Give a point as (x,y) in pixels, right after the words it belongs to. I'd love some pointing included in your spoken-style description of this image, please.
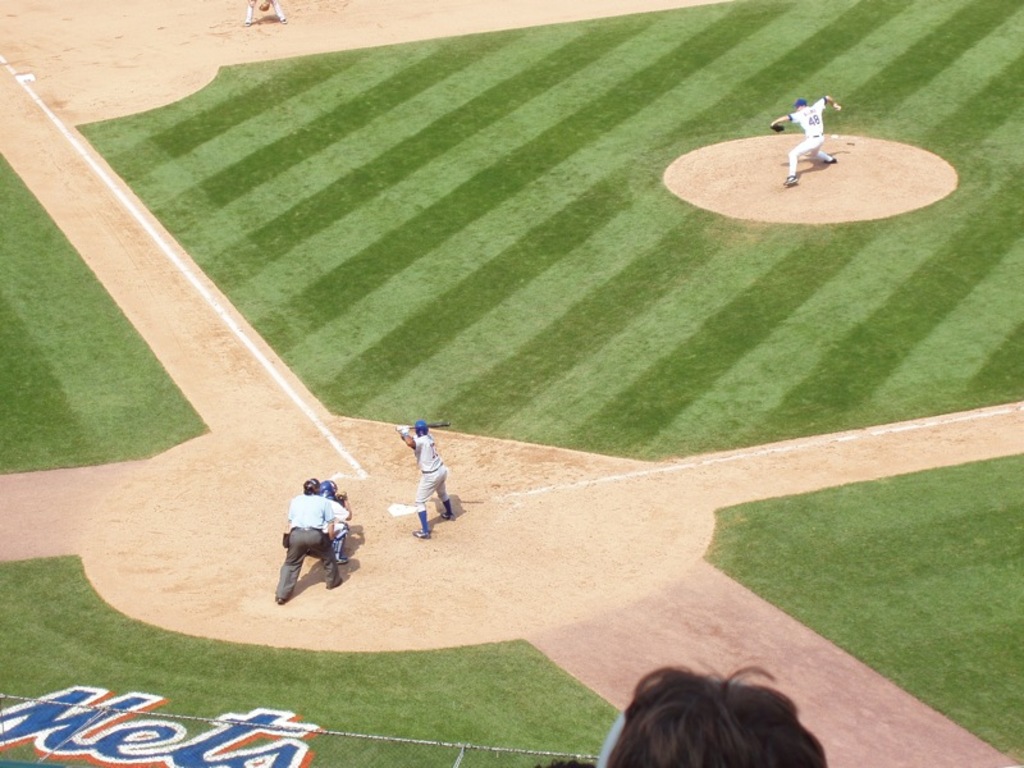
In this picture we can see people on the ground (496,655) and one person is holding a bat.
